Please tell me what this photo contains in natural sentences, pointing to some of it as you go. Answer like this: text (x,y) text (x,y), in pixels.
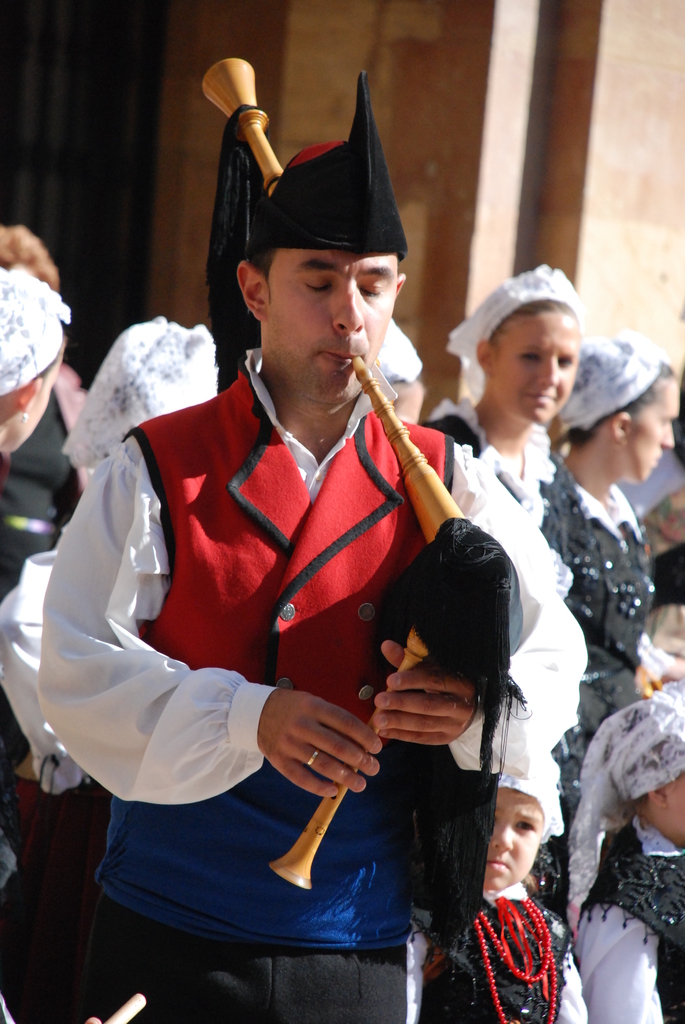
In this picture we can see a group of people (3,337) standing and a man (233,617) is playing a musical instrument (409,612). Behind the people (418,378) there is a wall (469,143).
